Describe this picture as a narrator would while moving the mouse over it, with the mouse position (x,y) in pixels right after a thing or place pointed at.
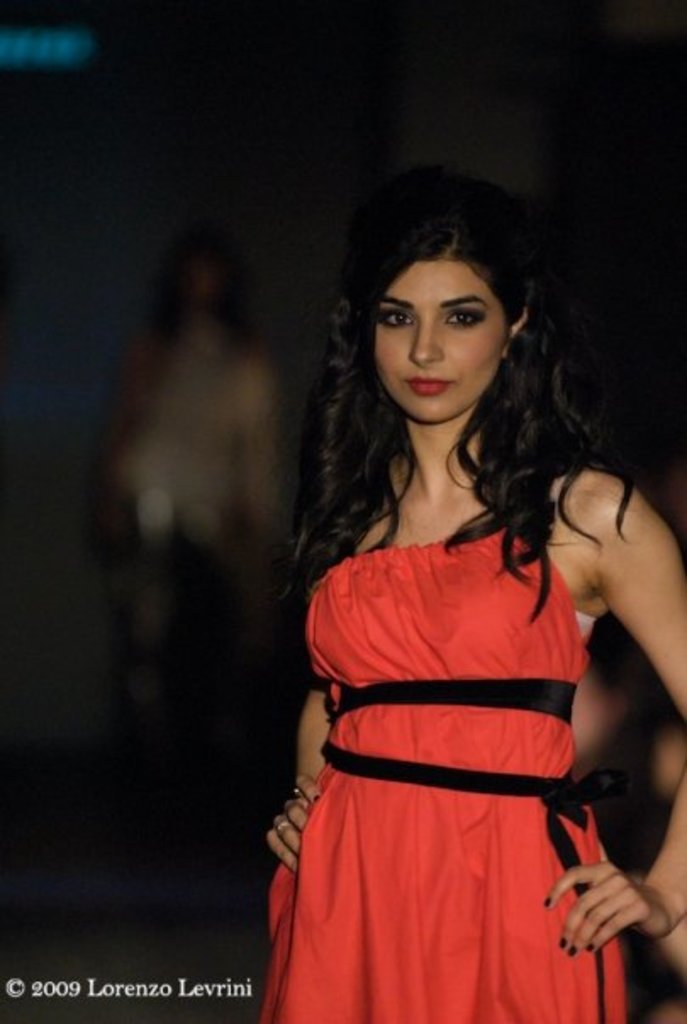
In the picture we can see a photograph (320,1006) of a woman (320,1006) standing and keeping her hands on the hip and she is wearing a red dress (483,980) and in the background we can see some persons (578,739) standing are not clearly visible.
